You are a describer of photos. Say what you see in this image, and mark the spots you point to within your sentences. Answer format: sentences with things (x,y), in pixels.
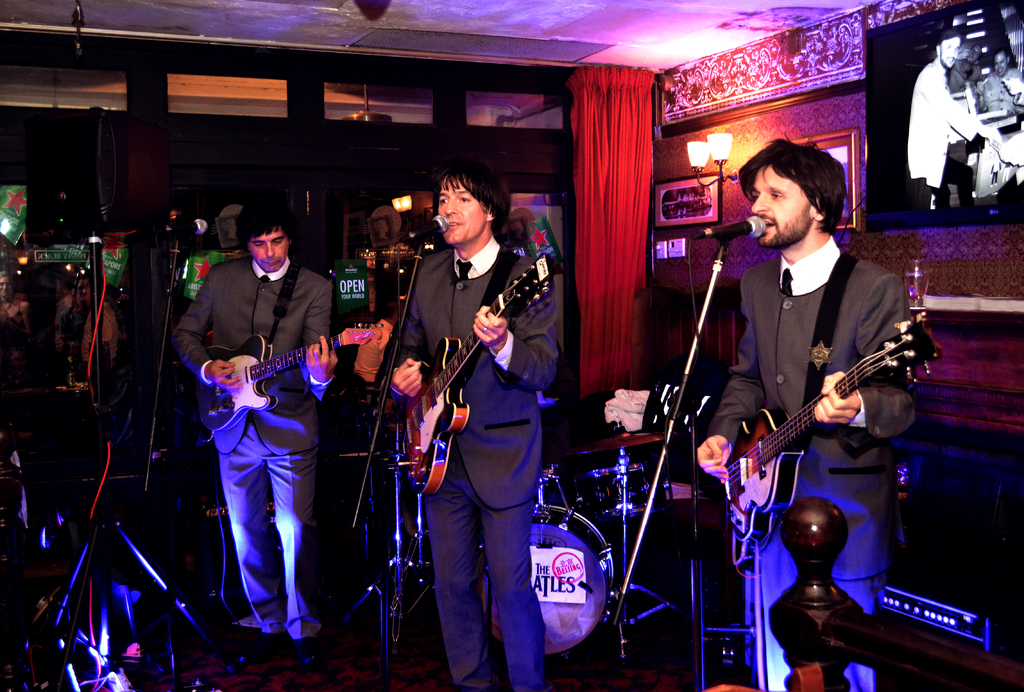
In the image there are three men (870,310) standing and holding guitars (758,431) in their hands (715,439). In front of them there are mics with stands (708,298). In the background (138,454) there are musical instruments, doors (223,241) with curtains (596,181), walls (676,155) with frames (834,155), lamps (699,158) and screen (922,118).
